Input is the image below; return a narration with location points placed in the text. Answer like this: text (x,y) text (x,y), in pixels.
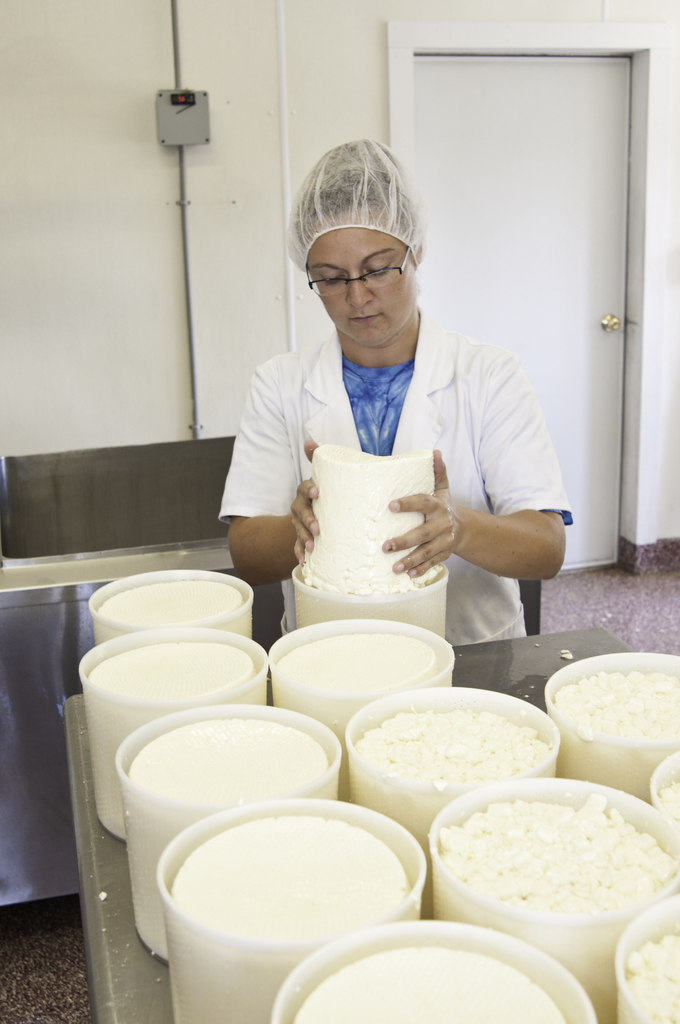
In this image we can see a woman (361,260) standing on the floor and holding the cheese block (406,487) in her hands (408,555). In addition to this we can see door (524,171), pipeline (174,45) and containers (550,732) of cheese (233,788) placed on the table (105,902).
